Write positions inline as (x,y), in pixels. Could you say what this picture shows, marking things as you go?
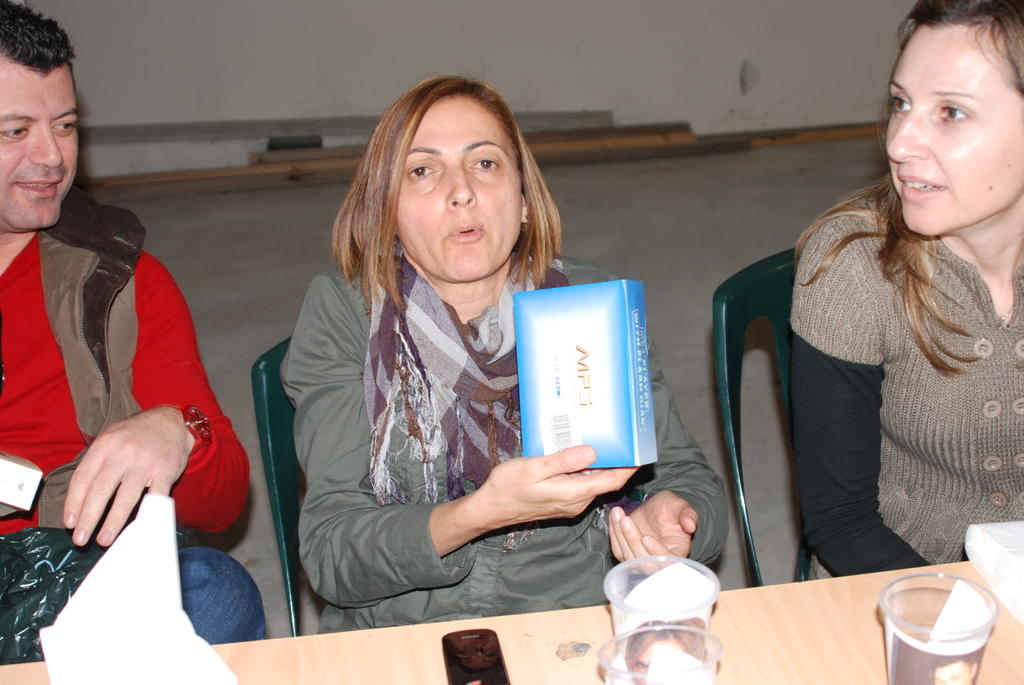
In this image I can see a person (95,366) wearing brown, black and red colored dress (94,372) and two other women (479,328) are sitting on chairs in front of the cream colored desk (780,612). I can see the woman (588,517) in the middle (558,359) is holding a blue colored object (558,359) in her hand (601,479) and on the desk (510,650) I can see few glasses (625,673), a mobile (455,647) and few other objects (134,680). In the background (245,286) I can see the floor (252,259), the wall (294,53) and few other objects (207,180).
